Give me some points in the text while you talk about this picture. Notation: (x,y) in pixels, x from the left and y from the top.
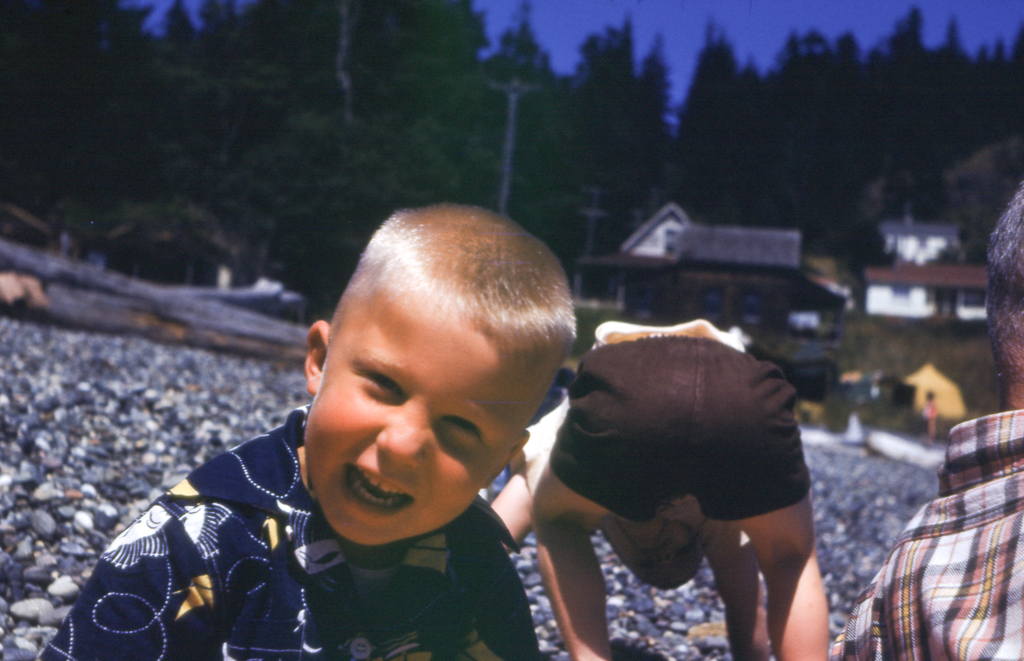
In this image in the foreground (378,495) there is one boy (391,510) who is shouting, and in the background (786,481) there is another boy (700,514). On the right side (896,606) there is another person (963,539), at the bottom (32,486) there are some small stones (910,496). And in the background (584,186) there are trees (308,138), houses (703,306), pole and some other objects (914,393). At the top (700,23) there is sky (797,20).
